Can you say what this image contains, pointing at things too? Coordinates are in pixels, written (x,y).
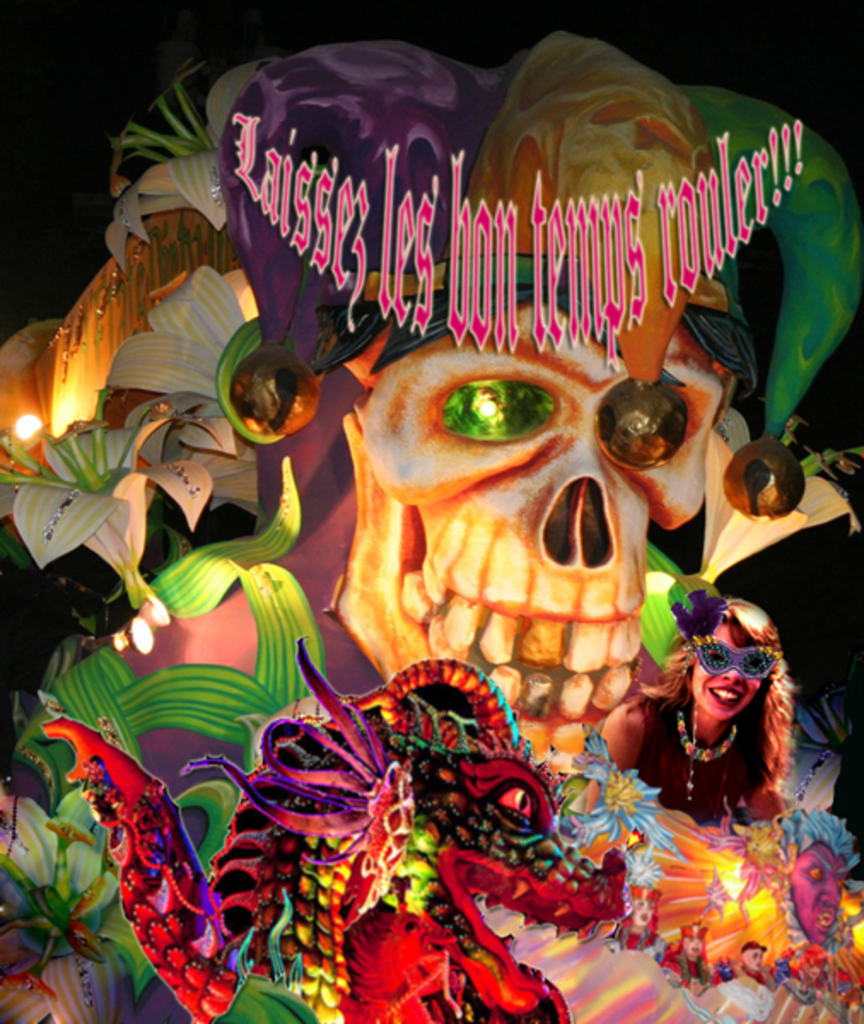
In this picture I can see a painting (468,581) of costume (440,761) and a skull (448,548). Here I can see a woman (699,748) is wearing a mask (773,663) and smiling. The background image is dark. Here I can see something written on it.
